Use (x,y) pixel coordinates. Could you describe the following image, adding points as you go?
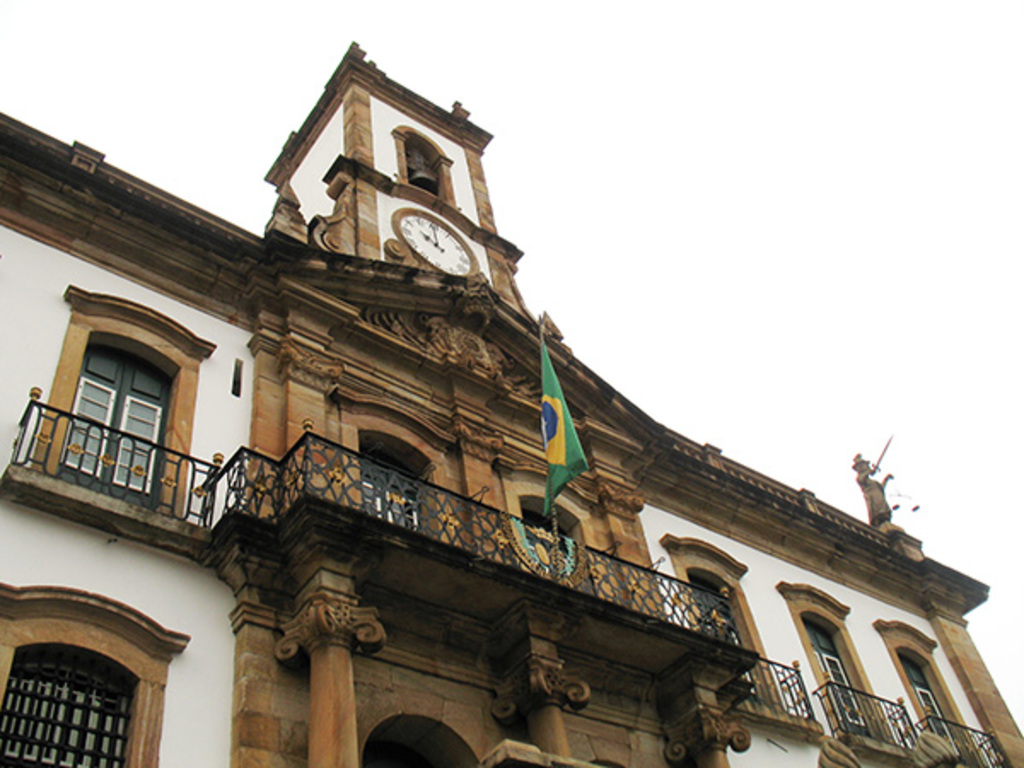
In this picture I can see a flag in the middle (563,454), there is a building (474,484). At the top (428,247) there is a clock (440,266).
